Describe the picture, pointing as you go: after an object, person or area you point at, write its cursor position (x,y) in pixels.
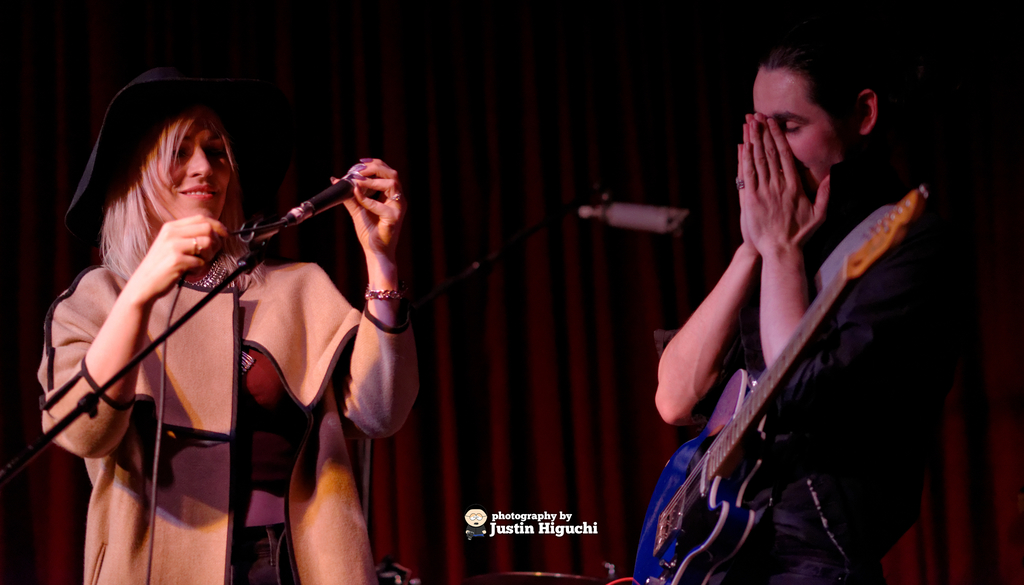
In this picture there is a woman (153,372) and a man (784,284) standing. The woman (210,288) is smiling and she is holding a mic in her hand (366,199). The woman (358,241) is wearing a coat (179,423). The man (804,100) is holding a guitar (731,424) across his shoulders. In the background (580,132) there is a red color curtain (505,107).
